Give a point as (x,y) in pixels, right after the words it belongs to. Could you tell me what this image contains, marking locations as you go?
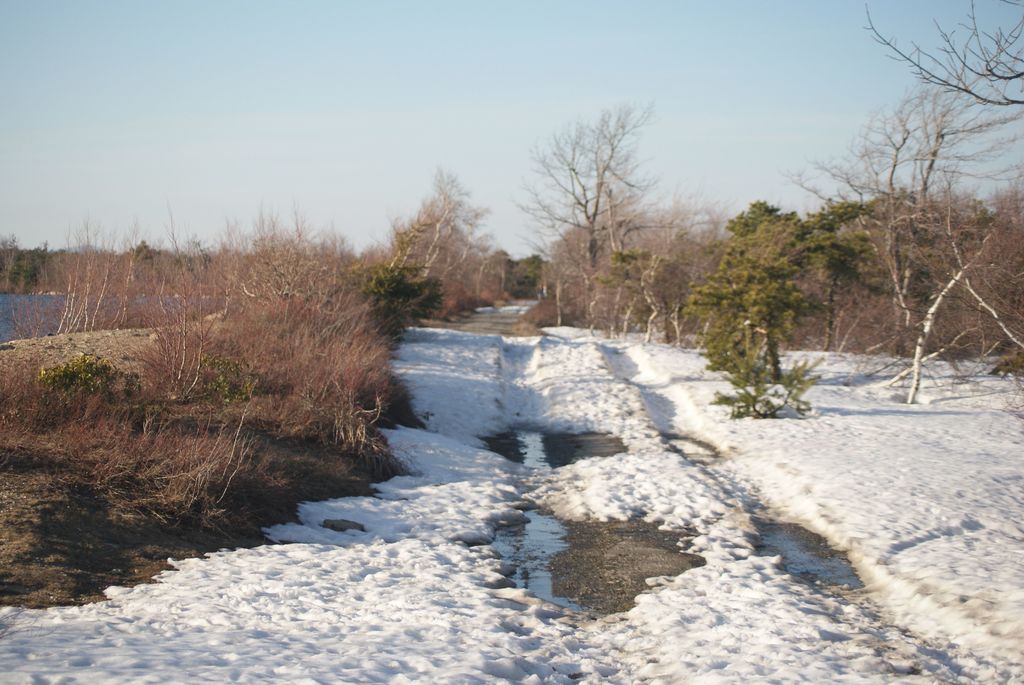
In this image there is snow (574,473) on the surface (466,537) and there are trees (368,394) everywhere.
